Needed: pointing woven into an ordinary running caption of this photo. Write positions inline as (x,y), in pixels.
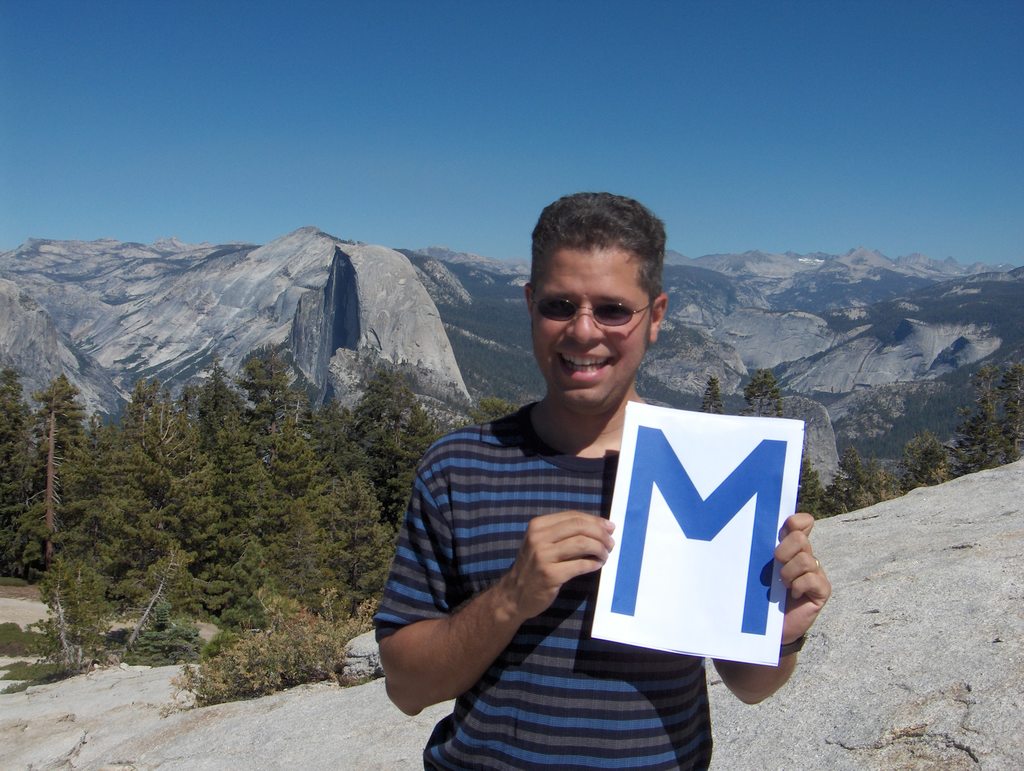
In this image we can see a man (569,637) standing and holding a card (641,591) in his hands (510,603). In the background (389,472) there are hills (370,323), trees (331,509) and sky (432,104).
